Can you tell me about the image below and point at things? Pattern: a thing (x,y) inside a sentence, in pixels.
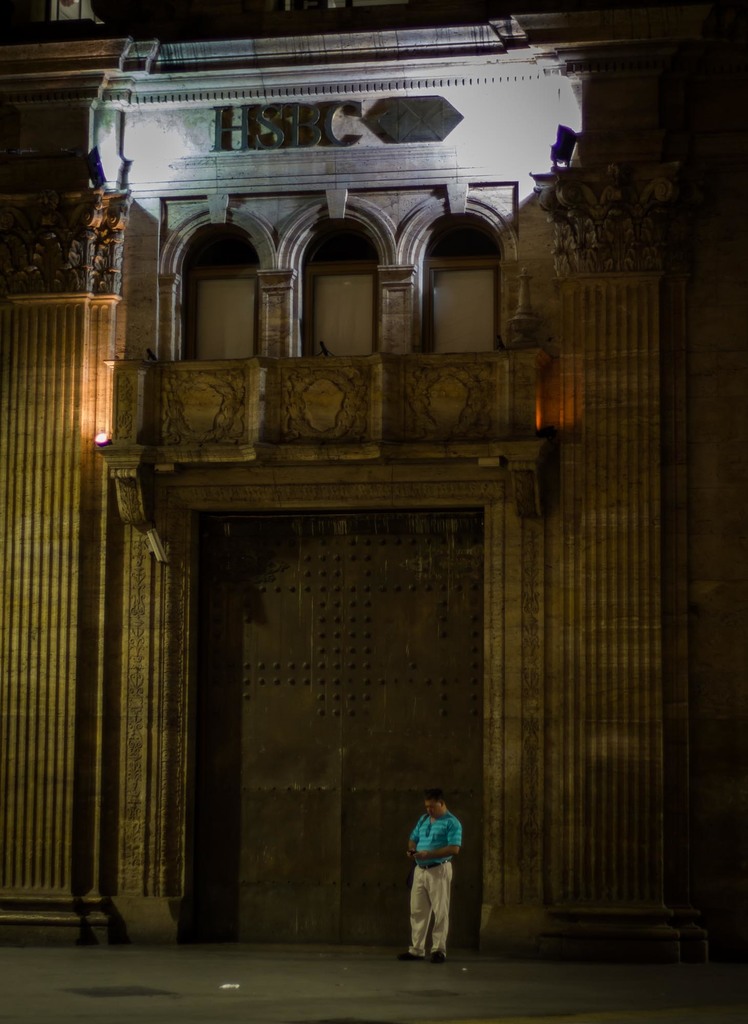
This picture is clicked outside. In the center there is a person (427,834) wearing a blue color t-shirt (440,836) and standing on the ground (464,954). In the background (633,423) we can see the lights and we can see the building (652,361) and the text (297,149) on the building (315,135) and we can see the gate (339,662) and the windows (337,274) of the building (440,285).
